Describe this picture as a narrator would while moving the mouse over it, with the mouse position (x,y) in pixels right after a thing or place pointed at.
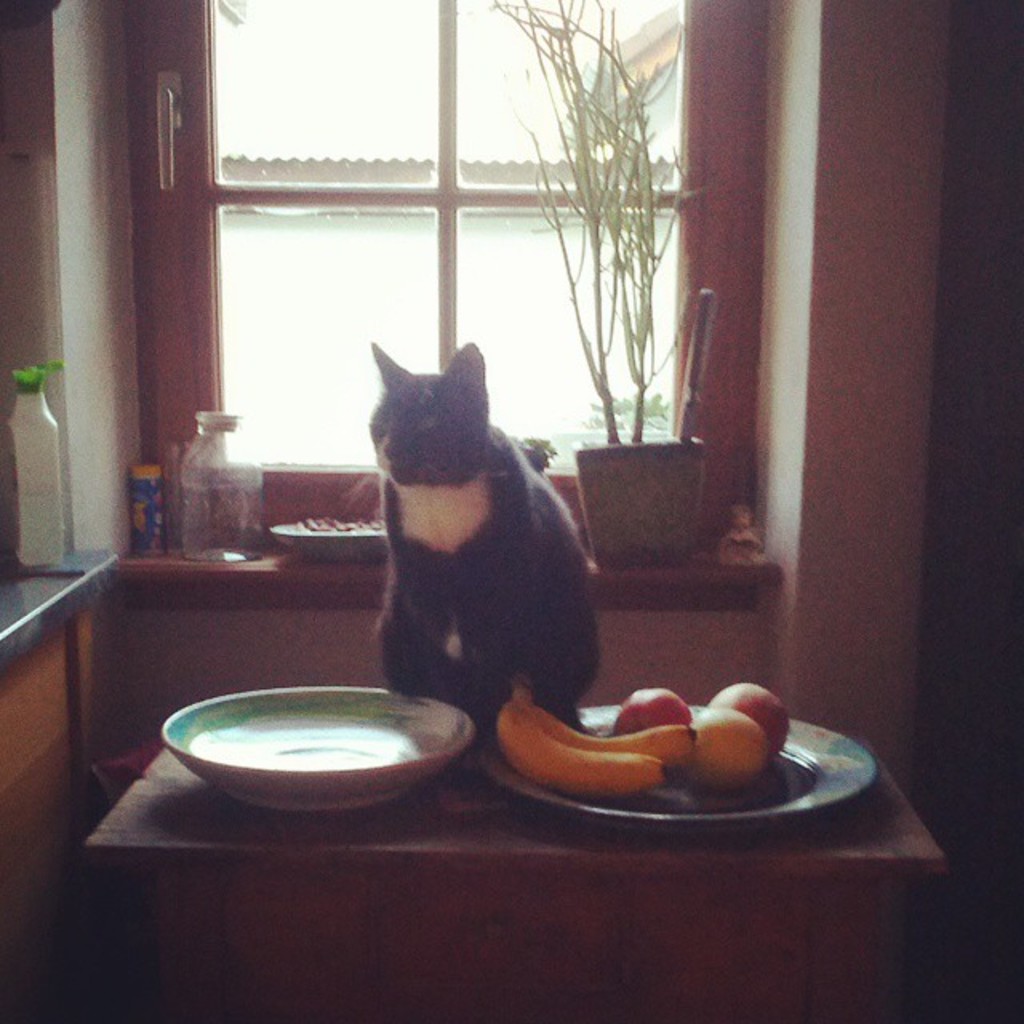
There is a cat (391,619) on the table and the bananas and other fruits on the plate (818,739) and one bowl (397,695) seems to be empty. Behind the cat (419,563) there is a jar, a window (386,6) and a plant (596,257). Left side (48,556) to the cat (558,513) there is some dish wash (54,545) on the table (37,626).
